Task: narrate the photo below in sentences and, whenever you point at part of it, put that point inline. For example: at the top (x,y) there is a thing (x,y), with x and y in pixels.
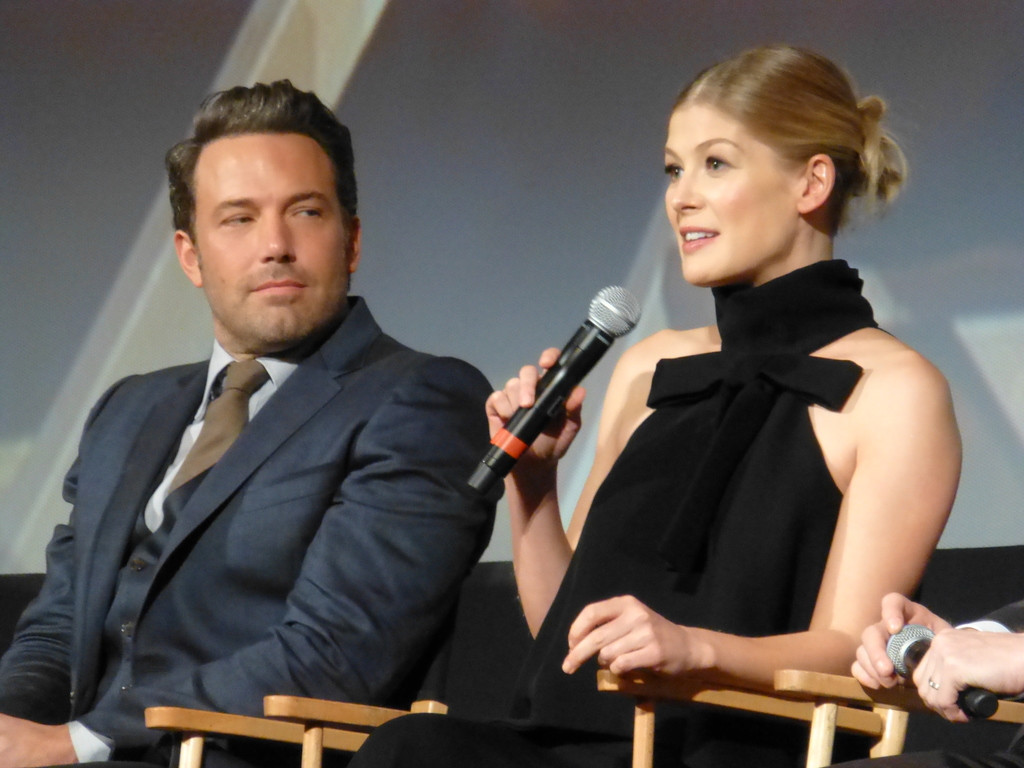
In this image there is a woman (665,405) holding a mike (604,324) and sitting on the chair (627,686). There is also a man (309,509) and some other person (962,651) sitting on the chair (230,732). In the background (520,225) there is screen (501,148) visible.
